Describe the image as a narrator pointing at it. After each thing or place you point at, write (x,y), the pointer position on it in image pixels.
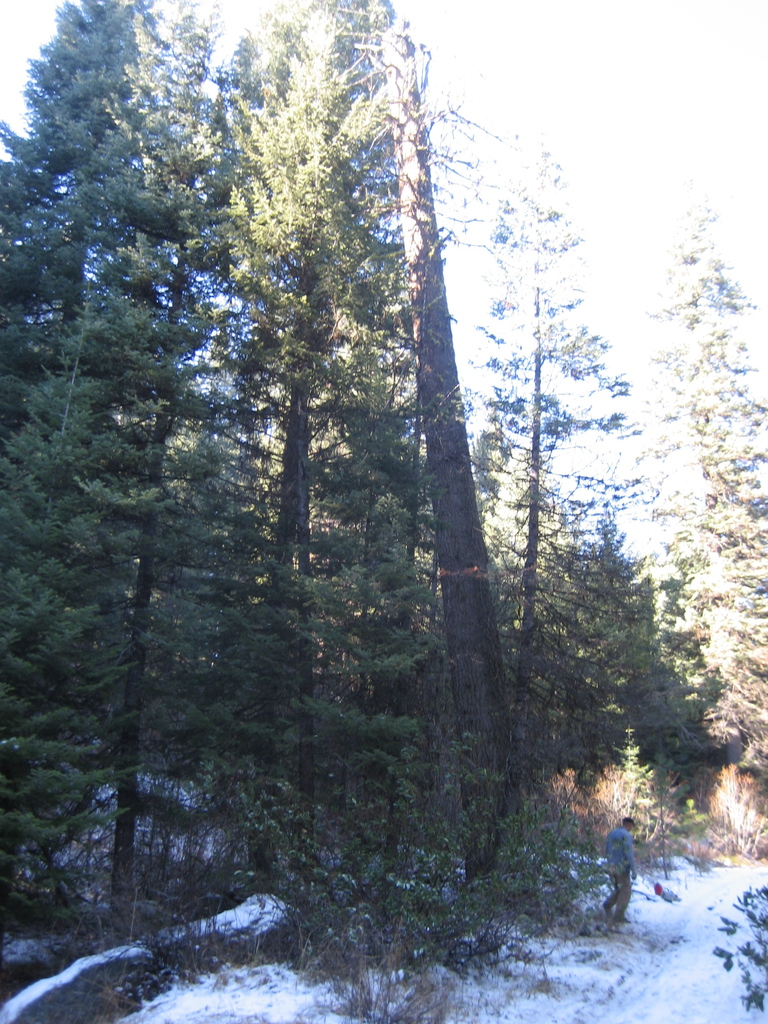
In this picture there is a person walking and there are trees (284,727). At the top (526,74) there is sky (607,52). At the bottom (538,945) there is snow (659,942).
